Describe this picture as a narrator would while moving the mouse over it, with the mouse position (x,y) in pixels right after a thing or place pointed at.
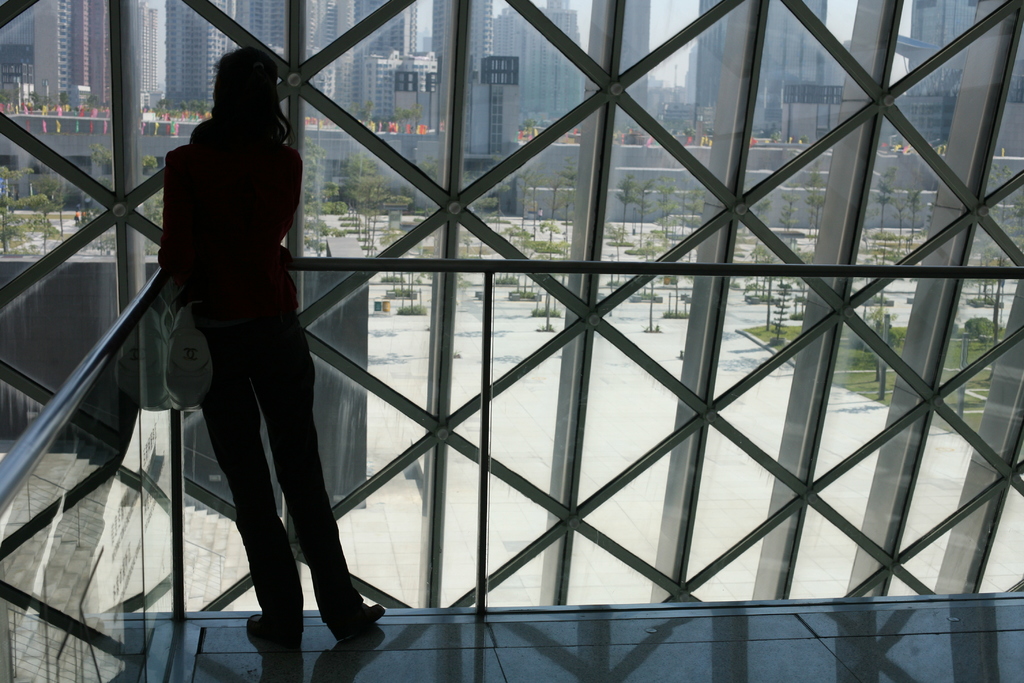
In this image I can see one person (296,638) is standing in the front (202,260), I can see this person (221,329) is carrying a white colour bag (173,350). In the background (355,145) I can see number of trees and number of buildings (362,92).
